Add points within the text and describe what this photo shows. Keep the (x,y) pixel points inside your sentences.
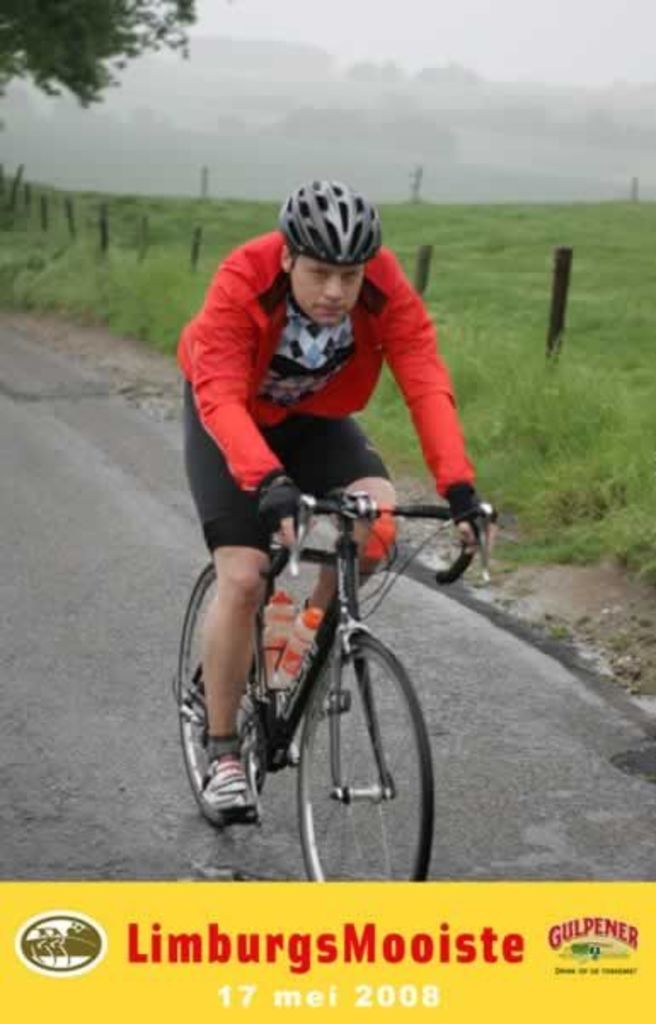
In the center of the image (314,381), we can see a person (304,410) riding bicycle (313,660) and in the background (74,44), there are poles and we can see a tree (82,46). At the bottom (93,781), there is road (192,841) and we can see some text (373,957) written.
